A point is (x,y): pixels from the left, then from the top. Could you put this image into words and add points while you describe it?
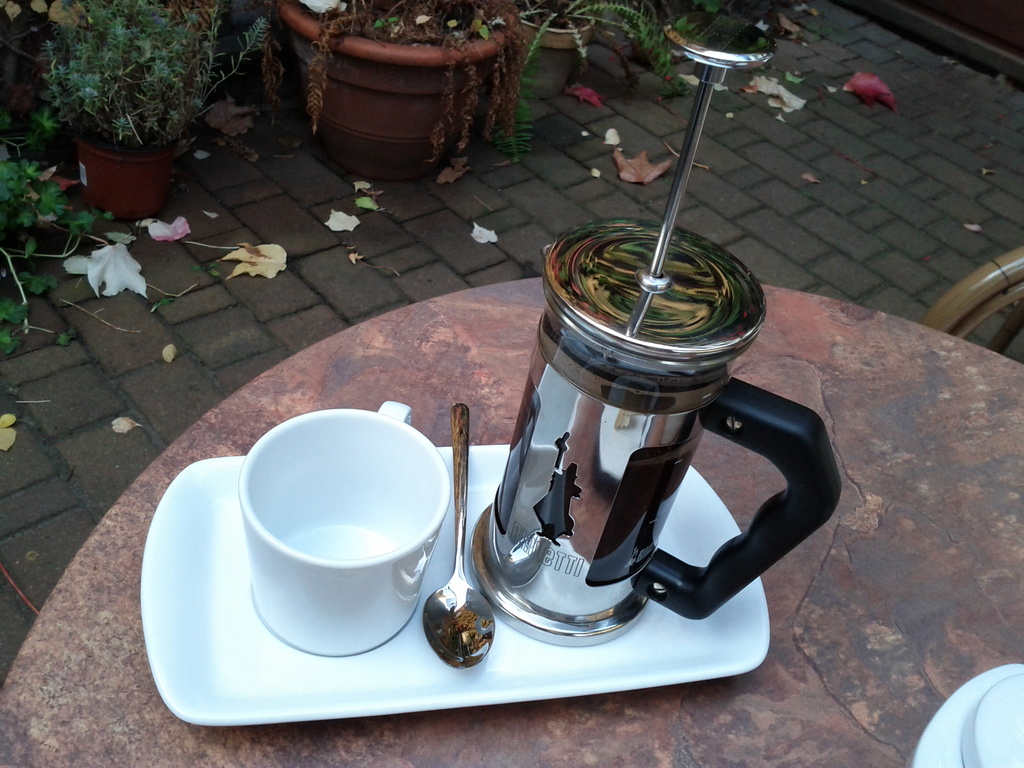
There is a table (329,380). On that there is a tray (603,662). On that there is a cup (371,576), spoon (457,601) and a jar (549,508). In the back (364,133) there are pots (493,71) with plants (120,65) on the floor (301,239).
